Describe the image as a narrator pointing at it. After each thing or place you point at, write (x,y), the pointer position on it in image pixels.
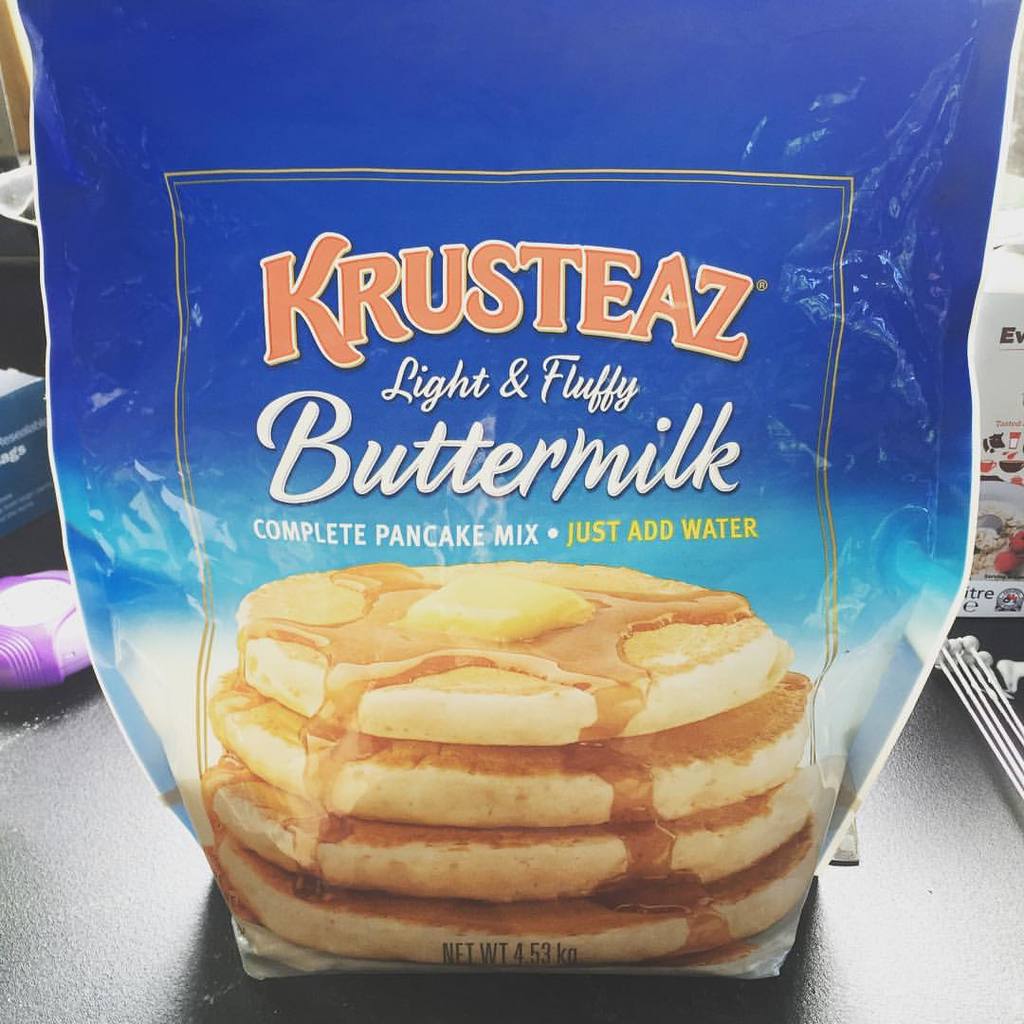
At the bottom of the image (143,964) there is a table (363,991) and we can see a packet (569,781) and some things (1005,323) placed on the table (57,790).
